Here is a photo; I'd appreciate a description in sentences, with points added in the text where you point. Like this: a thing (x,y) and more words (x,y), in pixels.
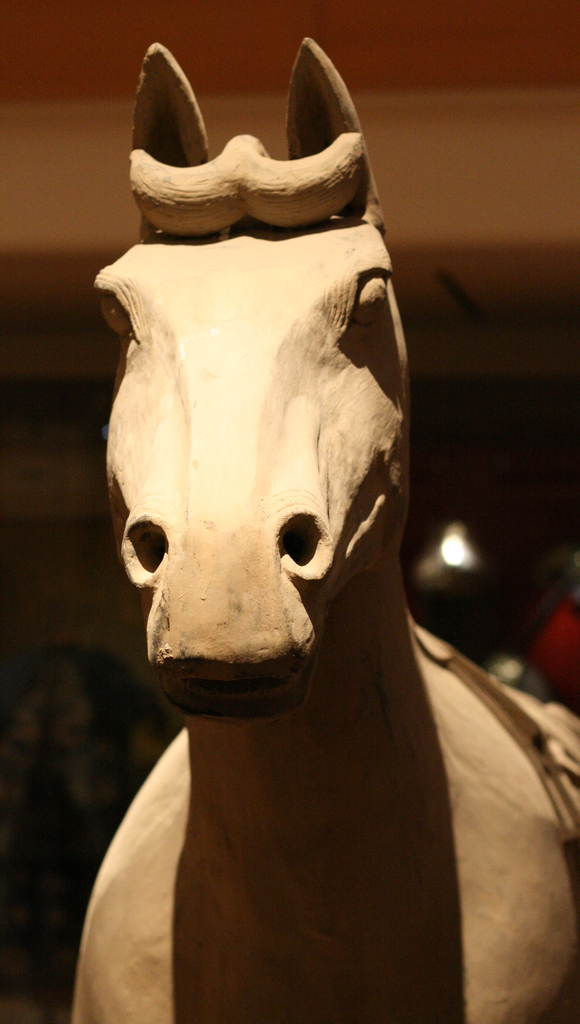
In the image there is a statue (272,539) of a horse (282,912) in the front (282,912) and the back is dark and blur.
